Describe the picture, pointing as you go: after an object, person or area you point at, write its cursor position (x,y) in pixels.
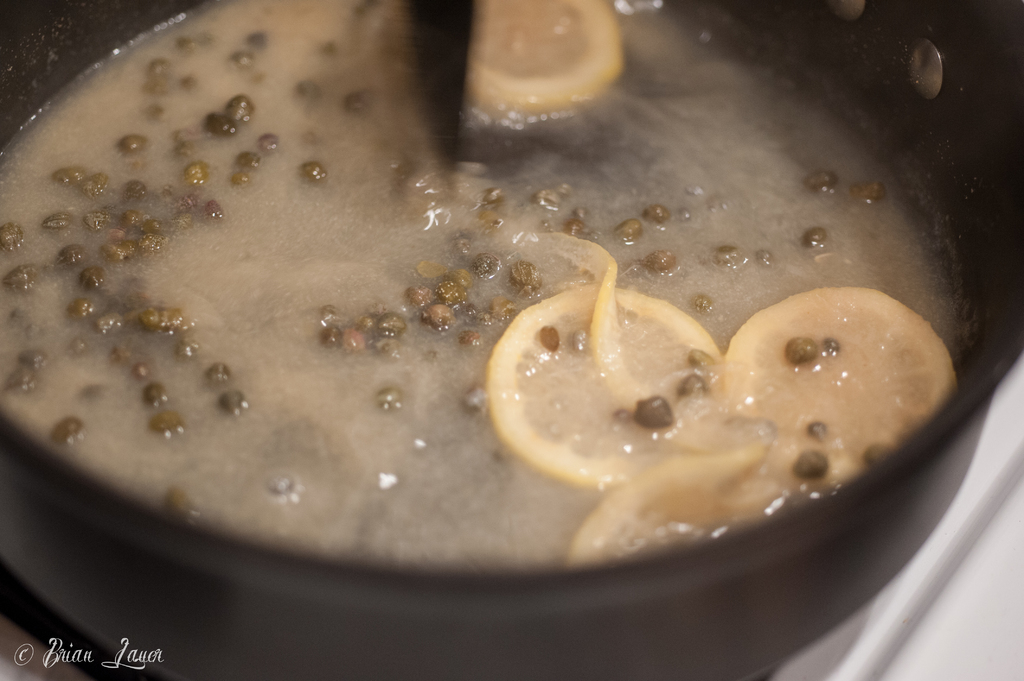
This image looks like a soup (413,327) in the pan (535,154) and they are lemon slices (605,315).
